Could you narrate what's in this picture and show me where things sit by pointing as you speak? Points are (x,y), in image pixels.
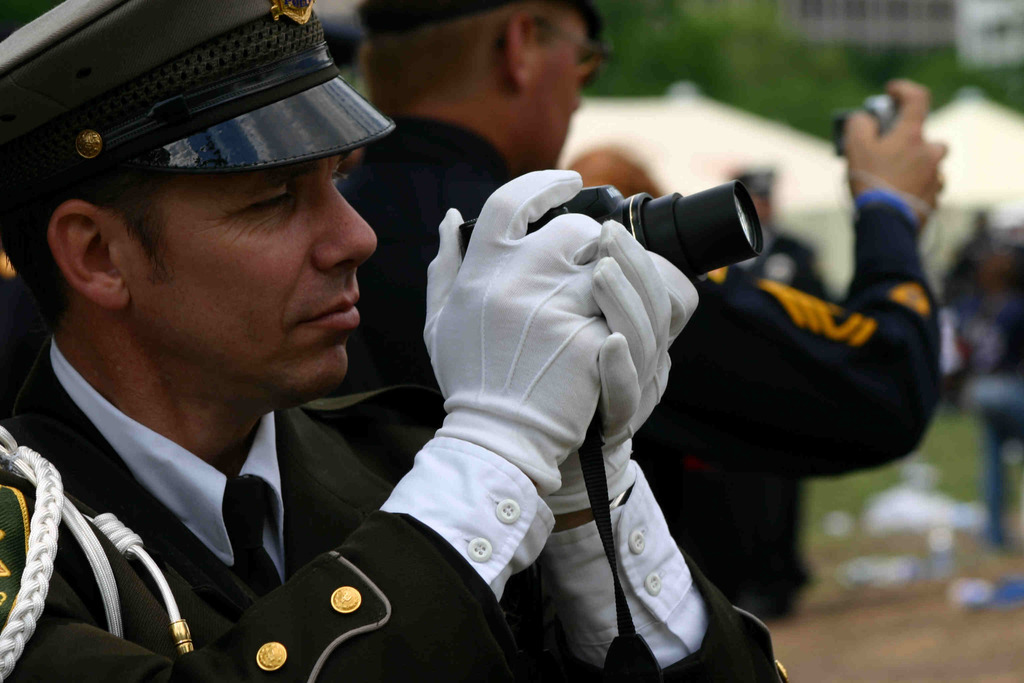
In the center of the image (490,284) we can see persons (468,349) holding cameras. In the background (801,129) we can see tents (653,152), persons (973,275), grass (950,433), trees (793,69) and buildings (842,31).
